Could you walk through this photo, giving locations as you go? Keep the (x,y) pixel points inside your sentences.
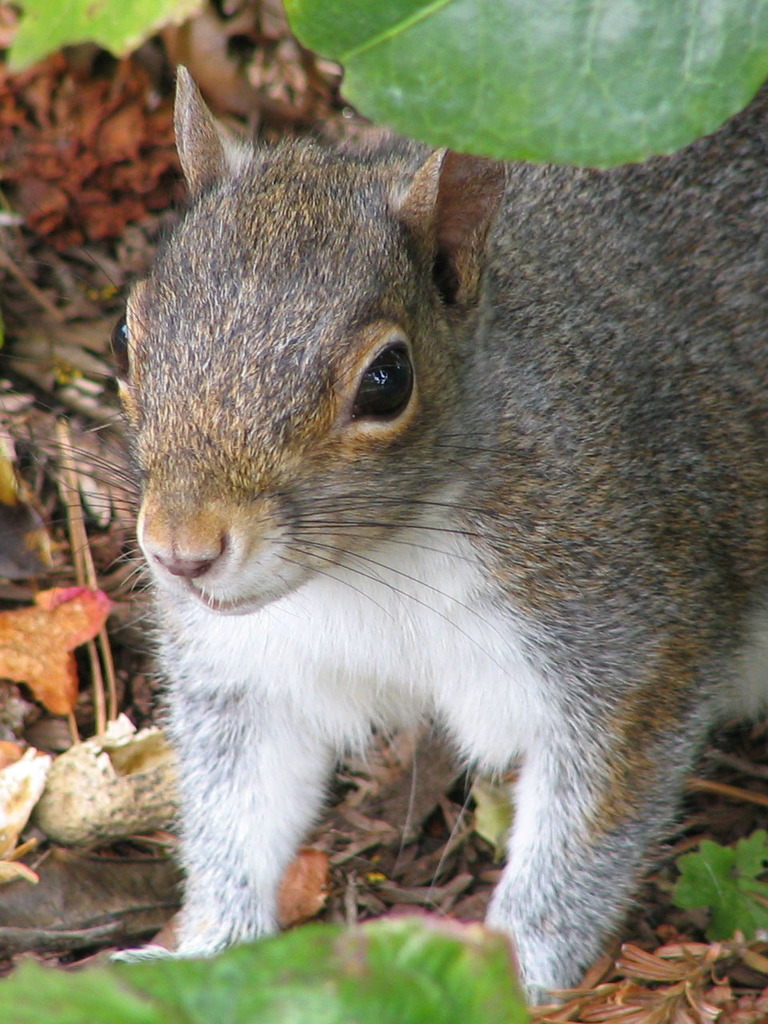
This image consists of a squirrel (381,468). At the bottom (52,695), there are dry leaves (67,878). At the top (477,62), there is a green leaf (415,93).
